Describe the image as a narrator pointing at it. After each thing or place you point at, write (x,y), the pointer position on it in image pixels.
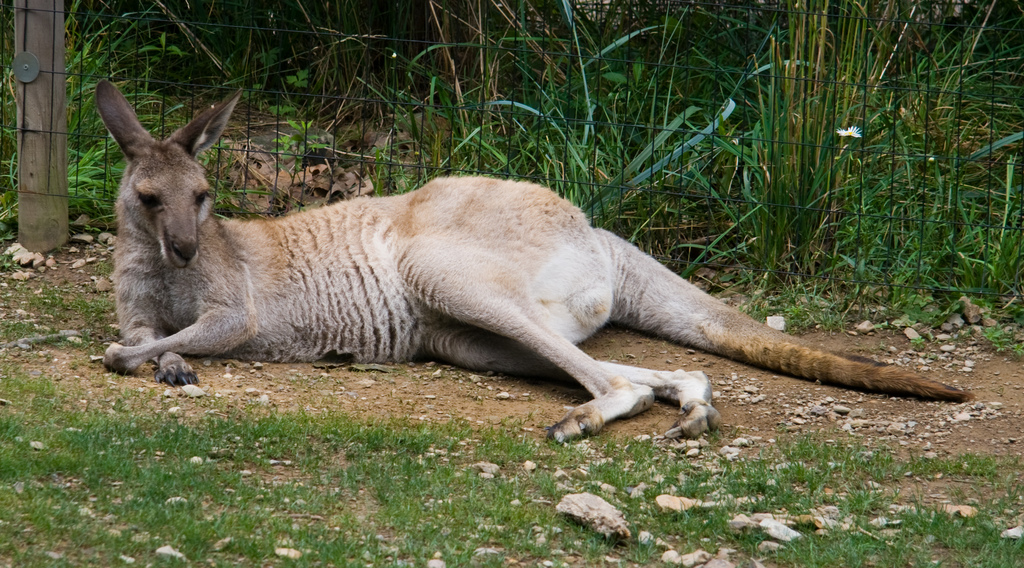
In this image I can see an animal (350,293) lying on the ground (258,444). An animal (310,307) is in white, black and brown color. In the back (398,74) I can see the railing (543,55) and the plants (470,157).
